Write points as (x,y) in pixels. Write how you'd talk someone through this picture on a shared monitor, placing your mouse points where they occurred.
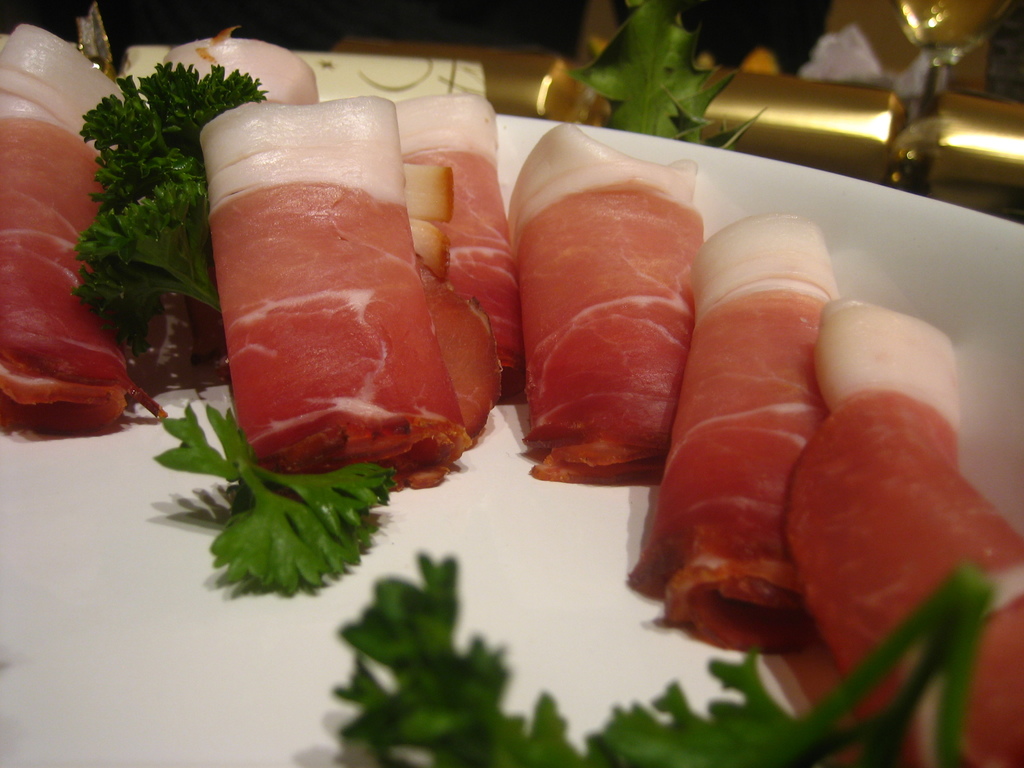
In this picture we can see a white plate (173,665) and on the plate (162,602) there are coriander leaves (94,242) and some food items (306,457). Behind the plate (51,706) there are other things (735,76).
